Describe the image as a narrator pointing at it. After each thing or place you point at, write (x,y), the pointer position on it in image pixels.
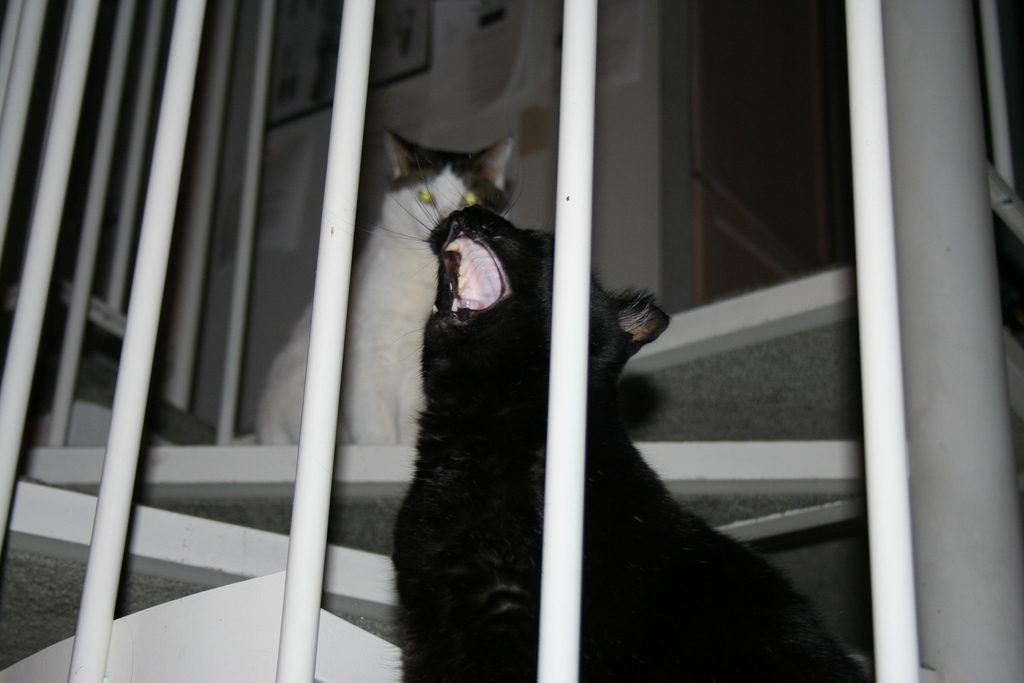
In this image, we can see some animals (394,418), stairs (354,479). We can see the railing (584,9) and the wall (435,136) with some objects (513,7).
